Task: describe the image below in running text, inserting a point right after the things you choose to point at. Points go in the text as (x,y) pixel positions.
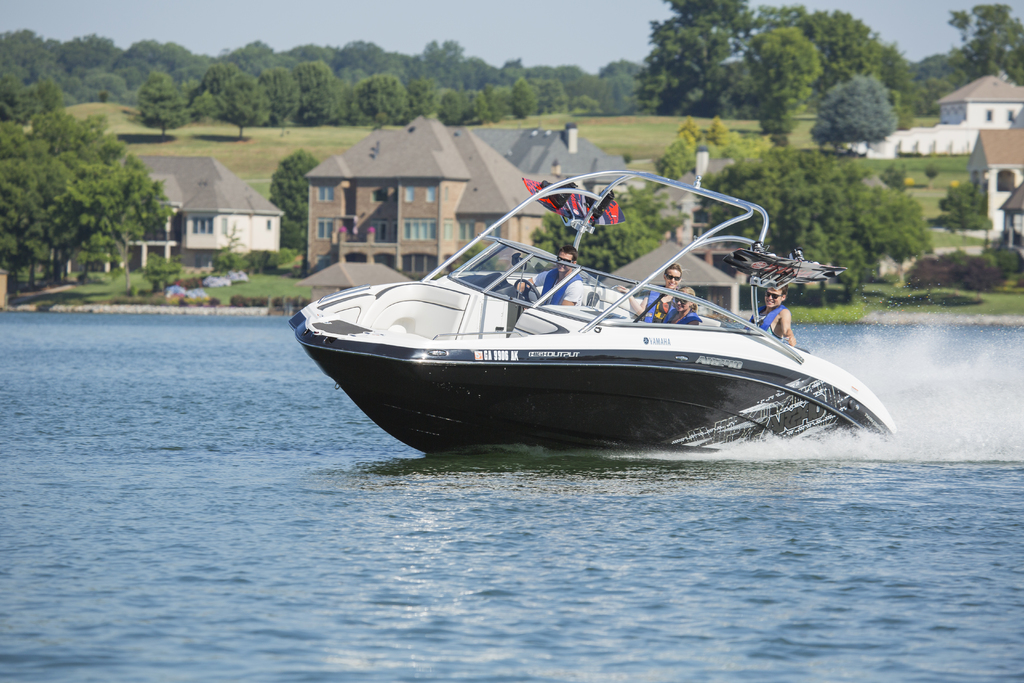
In this image we can see the boat (594,316) in the water (594,527). And we can see the people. And we can see the grass (169,138), plants (995,281) and surrounding trees (537,229). And we can see the buildings (411,167). And we can see the sky (254,41).
